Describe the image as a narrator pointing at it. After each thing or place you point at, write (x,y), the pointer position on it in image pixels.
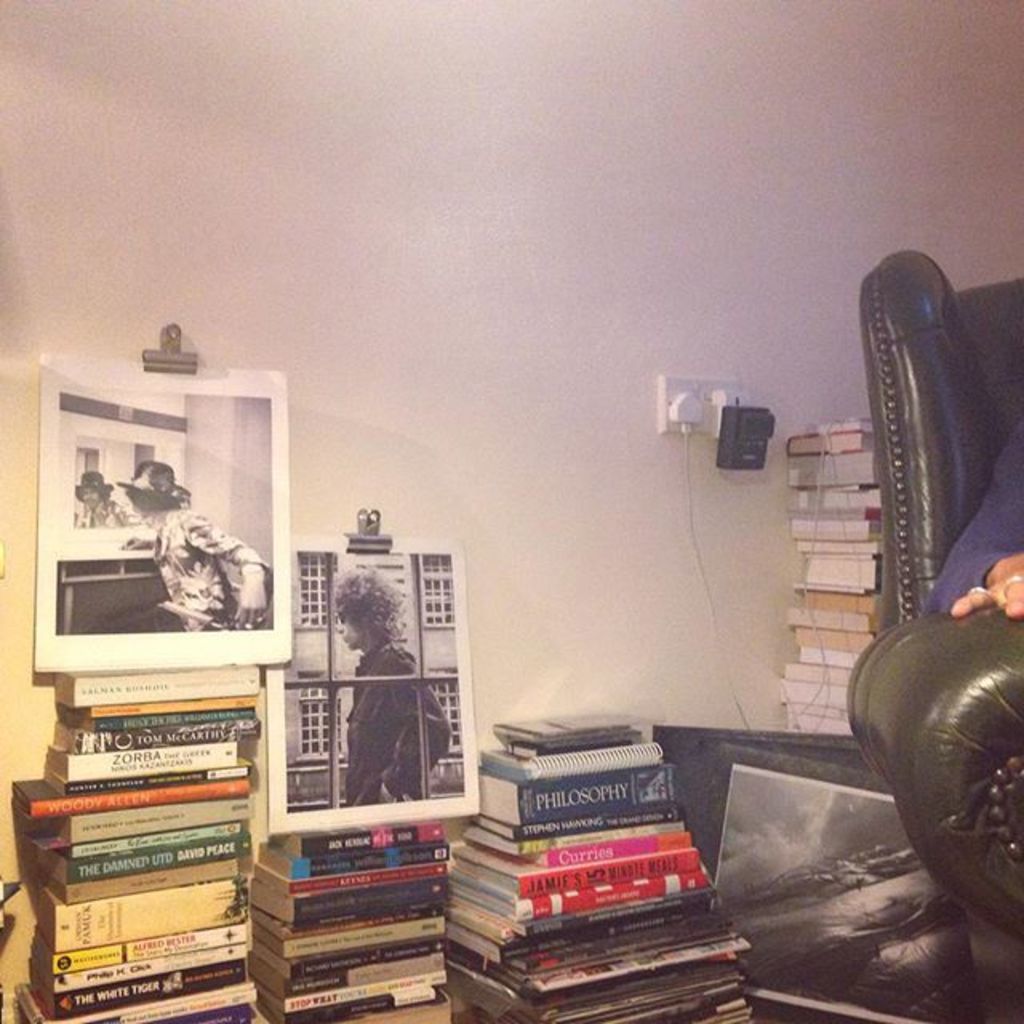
In this image we can see books (616,767), wall (605,693), depictions of persons (222,493). To the right side of the image (893,646) there is a chair (884,694).
